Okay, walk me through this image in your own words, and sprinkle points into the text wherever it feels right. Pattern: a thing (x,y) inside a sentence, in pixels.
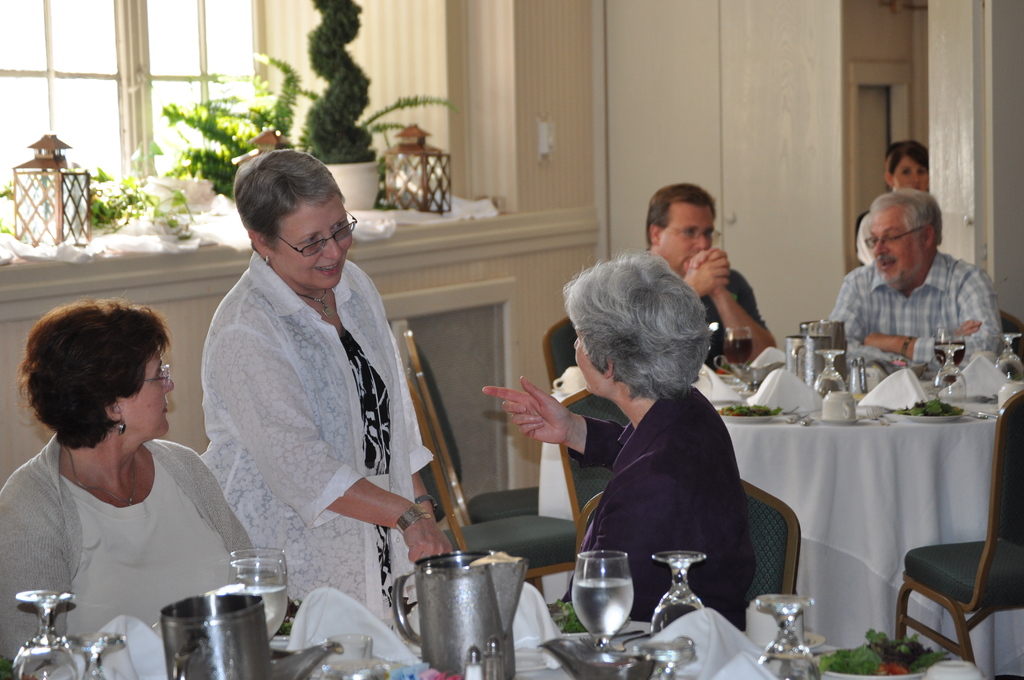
In this there are four ladies (601,450) and two men (747,295). The lady (337,467) with white jacket (312,413) is standing and she is talking. And to the left side (163,552) there is a lady (163,552) with white jacket (76,545) is sitting. And the other lady (661,487) with violet color jacket (677,475) is sitting on the chair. In front of them there is a table (547,639). On the table (471,636) there is a jug (467,628), glass (584,600), tissue (718,629) and bowl (855,660) with food item (864,651). Behind them there are two men (895,286) sitting on the chair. In the background (374,153) there are some pot (368,172) with plants (327,133) in it and a window (101,48).
